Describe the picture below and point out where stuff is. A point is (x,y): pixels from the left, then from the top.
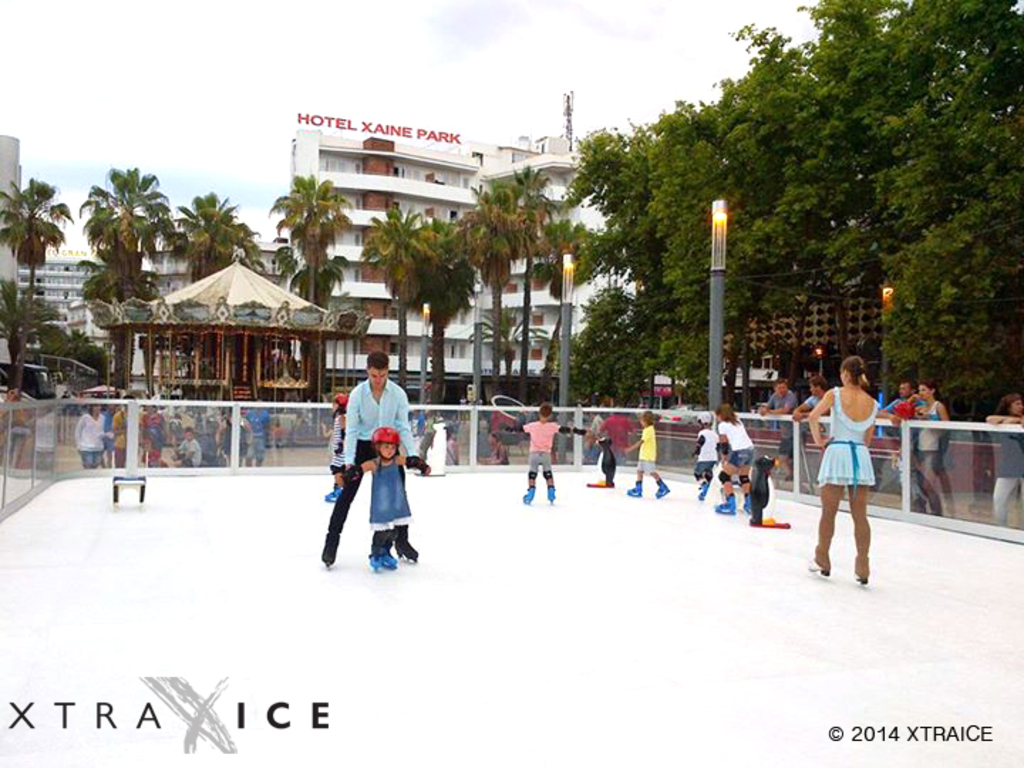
In this picture I can see group of people (335,495) doing skating on the ice (737,539), there are toy penguins (760,516), there are lights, poles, trees (688,361), there are group of people (941,438) standing, this is looking like a shop (198,376), there is a vehicle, there are buildings (10,176), and in the background (294,73) there is sky (360,72) and there are watermarks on the image.
